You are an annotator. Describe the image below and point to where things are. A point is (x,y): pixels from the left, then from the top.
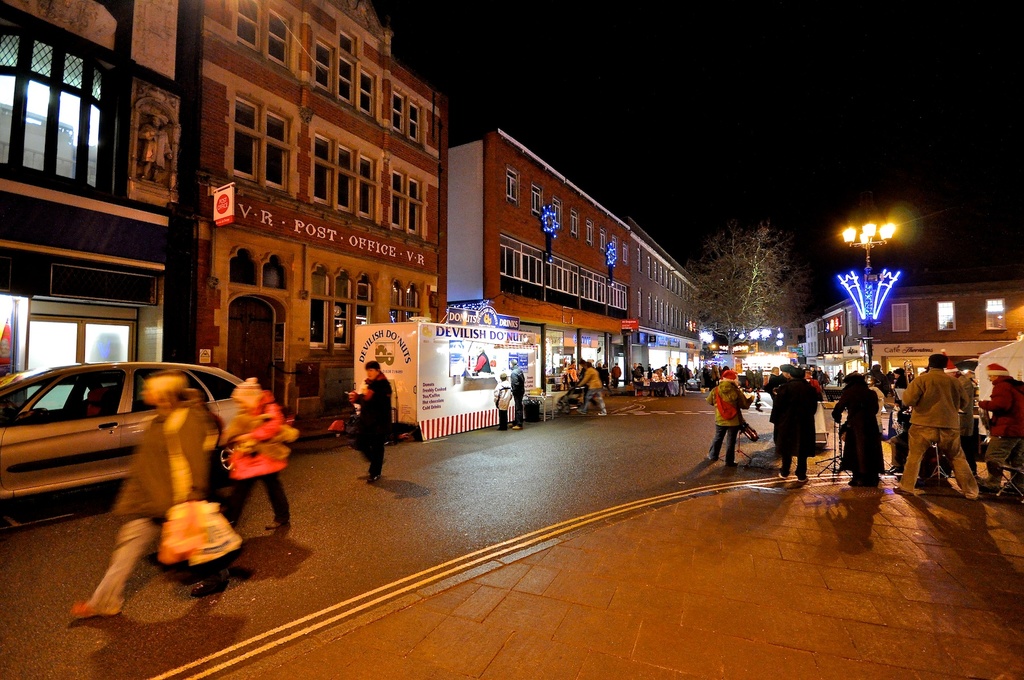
This is the picture of a city (715,390). In the foreground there are group of people (816,386) standing on the footpath (911,505). On the left side of the image (165,409) there are group of people (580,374) walking on the road (241,586) and there is a vehicle (135,417) on the road (48,577) and there are buildings (590,274) and there are hoardings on the buildings (596,328). At the back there is a tree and building (894,350). There is a street light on the footpath (927,487). At the top (655,72) there is sky (655,72). At the bottom (353,536) there is a road (463,499).
